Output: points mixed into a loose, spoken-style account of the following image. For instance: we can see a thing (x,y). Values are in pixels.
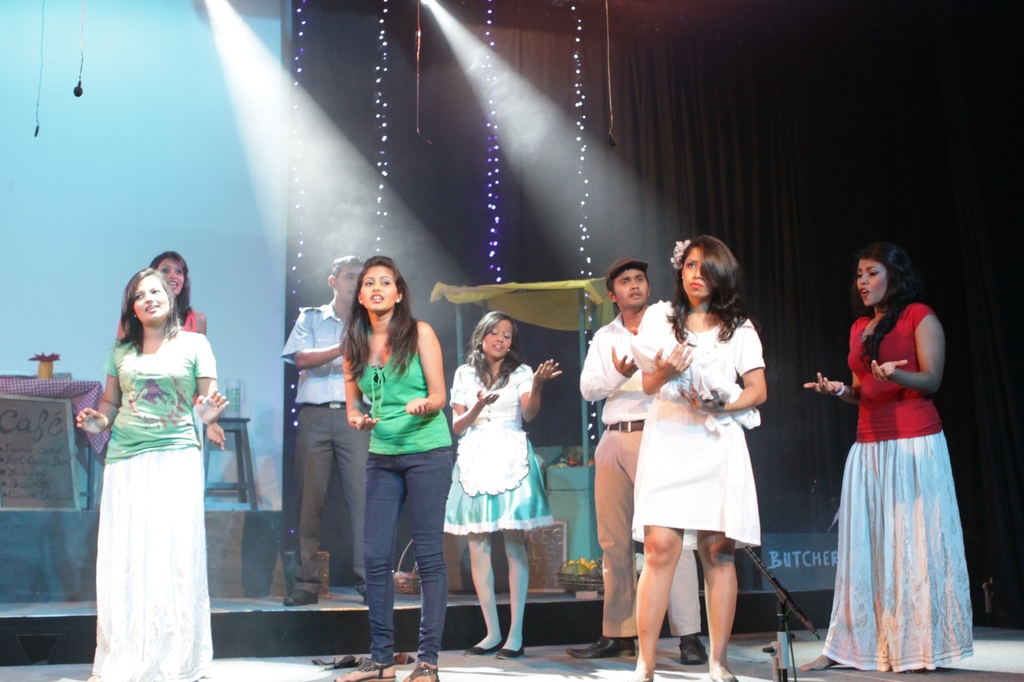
This picture shows few people (716,326) standing on the dais (558,664) and performing a act and we see few women (520,393) and couple of men (310,511) and a man (627,295) wore cap (610,278) on his head (637,276) and we see a table (245,431) and a jug (238,404) on it and we see lights (387,71) on the roof (391,10) and we see a woman (689,350) holding a white cloth (739,419) in her hands (687,360).
